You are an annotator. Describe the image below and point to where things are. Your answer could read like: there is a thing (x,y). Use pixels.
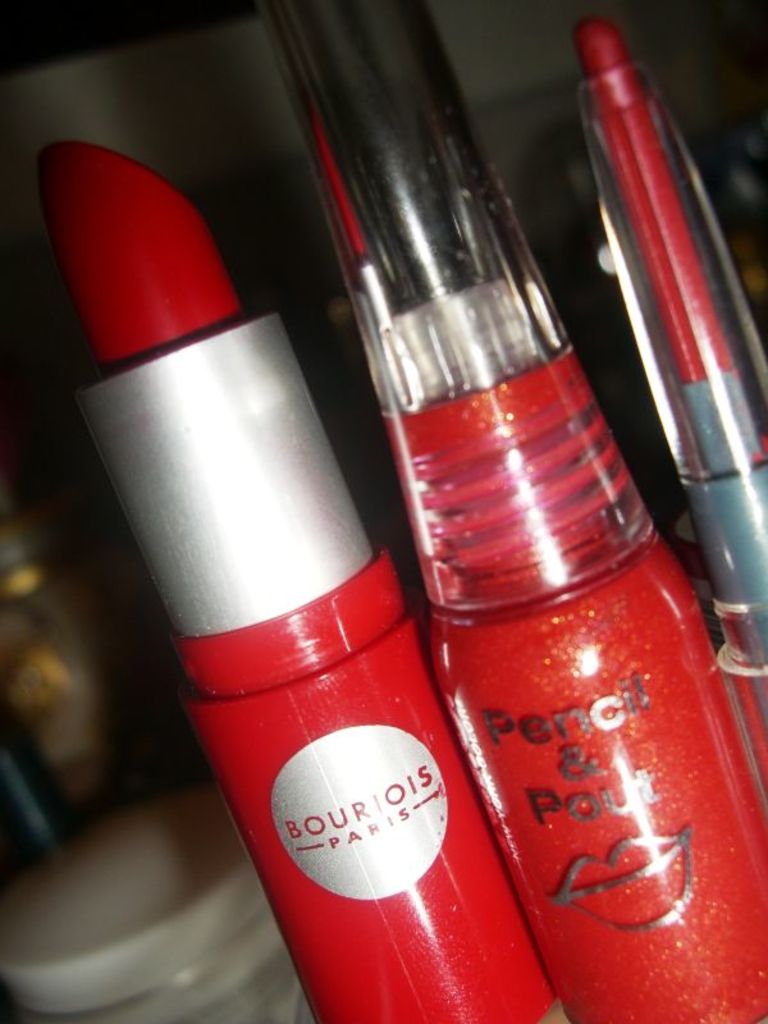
In this image I can see three red color lipsticks (352,553). In the background (82,926) there are some white color objects (118,861).
